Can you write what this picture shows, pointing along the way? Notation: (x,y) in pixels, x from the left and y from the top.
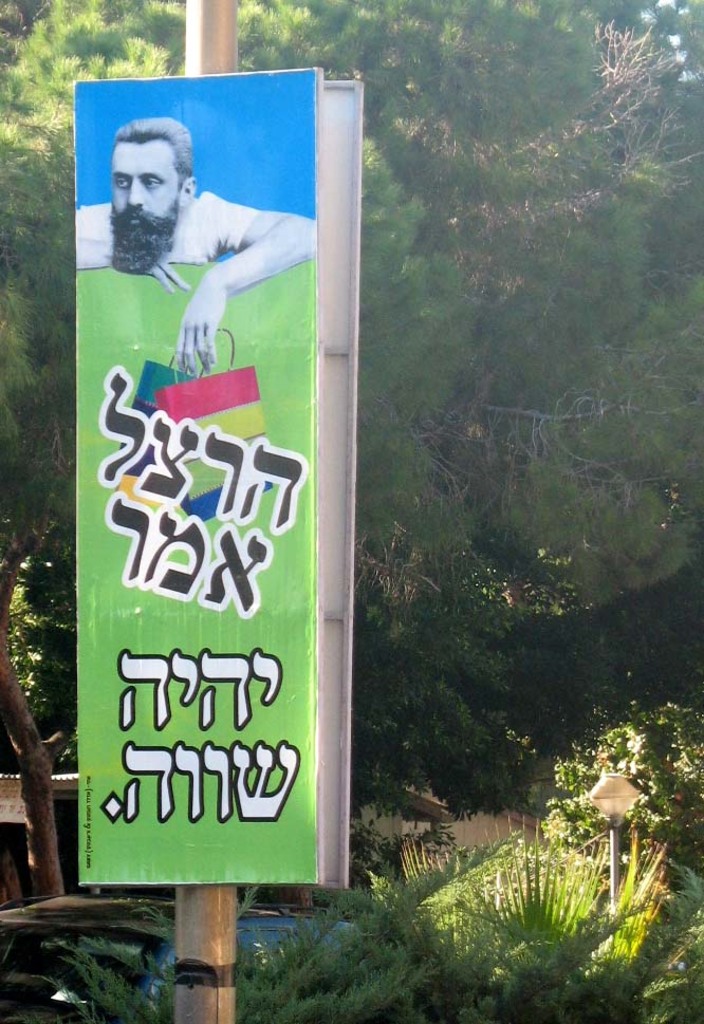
In the picture we can see a pole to it, we can see a board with some advertisement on it with a man's image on it and behind it we can see trees (367,93) and plants (483,966) on the path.
